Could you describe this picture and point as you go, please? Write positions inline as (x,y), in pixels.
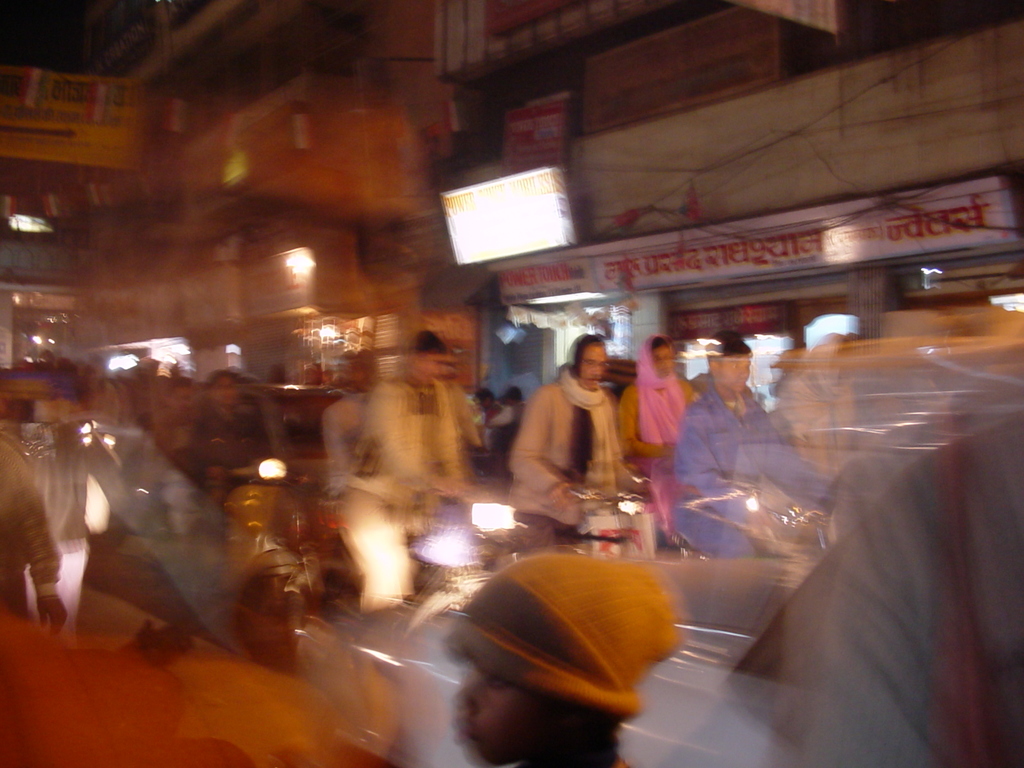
There are persons (727,348) cycling on the road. There is a person (250,431) riding a bike (253,495) on the road (314,594). In the background (772,225), there is a hoarding (789,251) attached to the wall (790,196) of a building (725,179), there are lights (302,266) and there are buildings (397,338). And some part of this image is blurred.
